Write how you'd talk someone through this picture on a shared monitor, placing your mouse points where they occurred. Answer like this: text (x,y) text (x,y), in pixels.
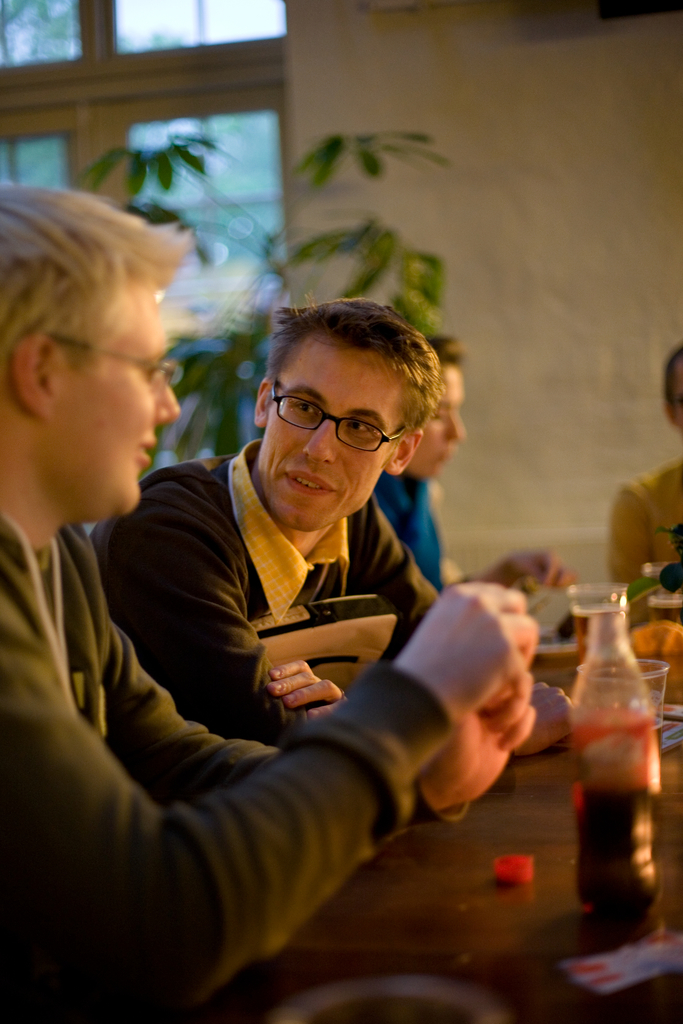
Here we can see persons (312,500). They have spectacles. This is table (475,961). On the table (579,1013) there is a bottle (624,718) and glasses (649,673). On the background (533,331) there is a wall (455,251) and this is plant (259,323).
